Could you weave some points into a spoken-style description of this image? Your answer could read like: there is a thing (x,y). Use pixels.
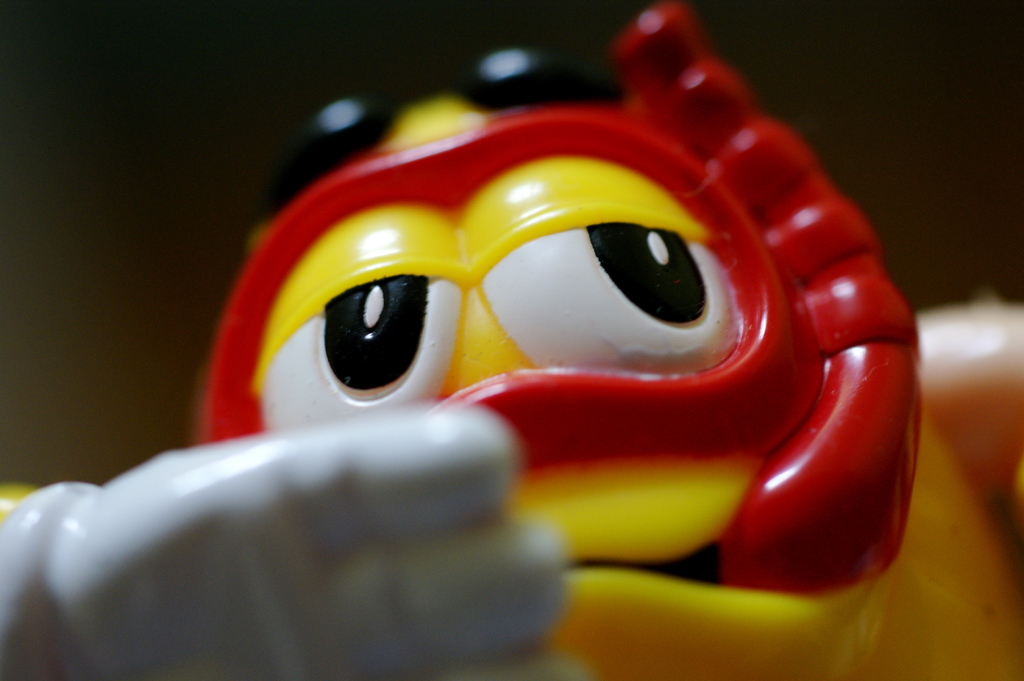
In this image I can see there is a toy (552,338). And at the back (267,101) it looks like a dark.
